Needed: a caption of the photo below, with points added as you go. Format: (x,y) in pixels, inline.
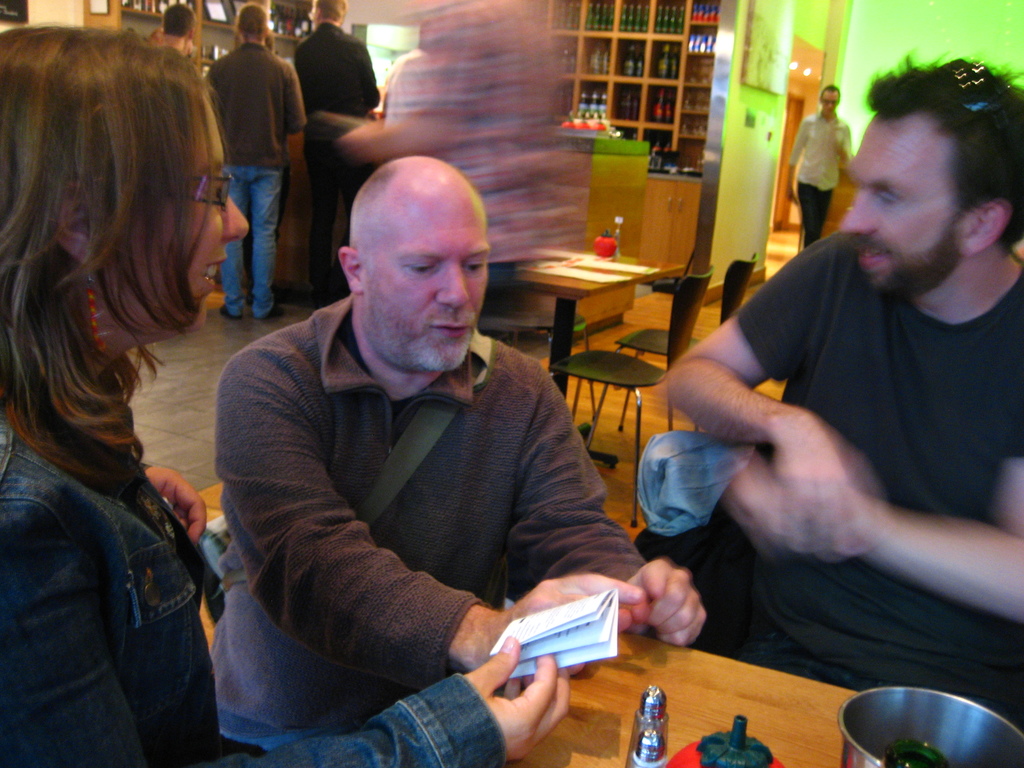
This picture describes about group of people (459,427), few are seated on the chairs (623,424) and few are standing, in front of them we can find a bucket (856,706) and few other things (658,715) on the tables (717,672), on the left side of the image (80,357) we can see a woman (104,362), she is holding a paper (594,638), in the background (586,127) we can find few bottles (586,104) and other things (696,98) in the racks (662,123).
